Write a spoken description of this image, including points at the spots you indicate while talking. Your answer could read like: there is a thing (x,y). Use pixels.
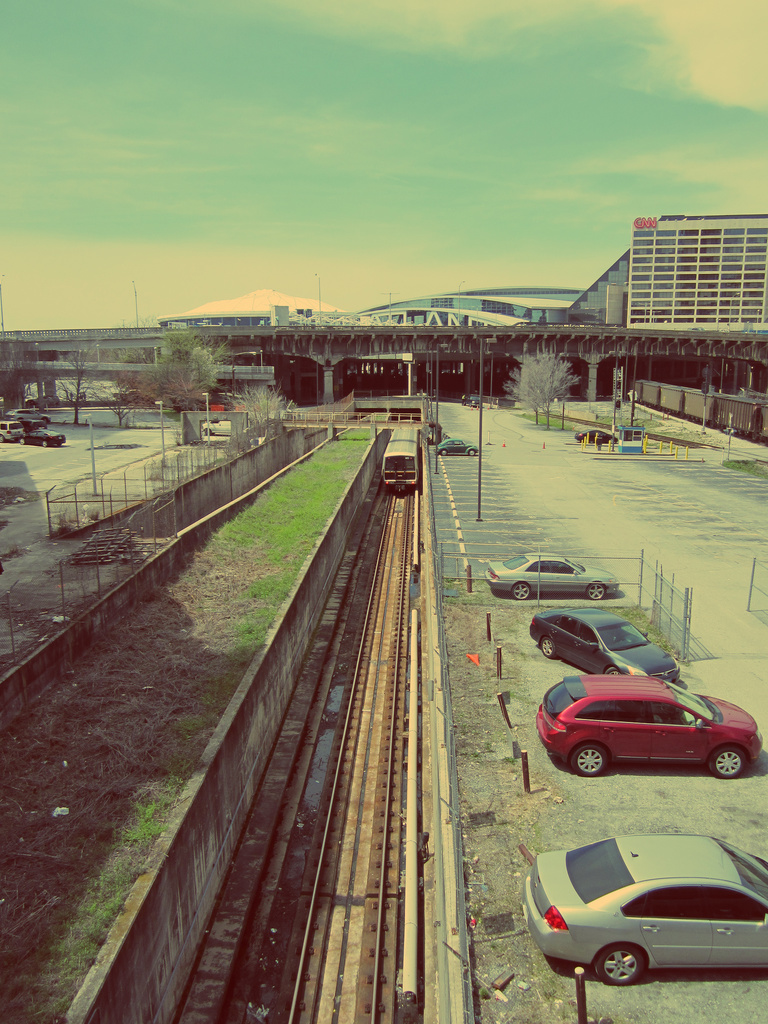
In this image we can see a group of cars (690,885) parked on the ground (5,506). In the center of the image (404,464) we can see a locomotive (409,475) on a track (407,514), fence (170,469), we can also see some poles (208,434). In the background (704,257), we can see a bridge (378,350) and a group of buildings (526,310). At the top of the image (487,222) we can see the sky (24,169).
